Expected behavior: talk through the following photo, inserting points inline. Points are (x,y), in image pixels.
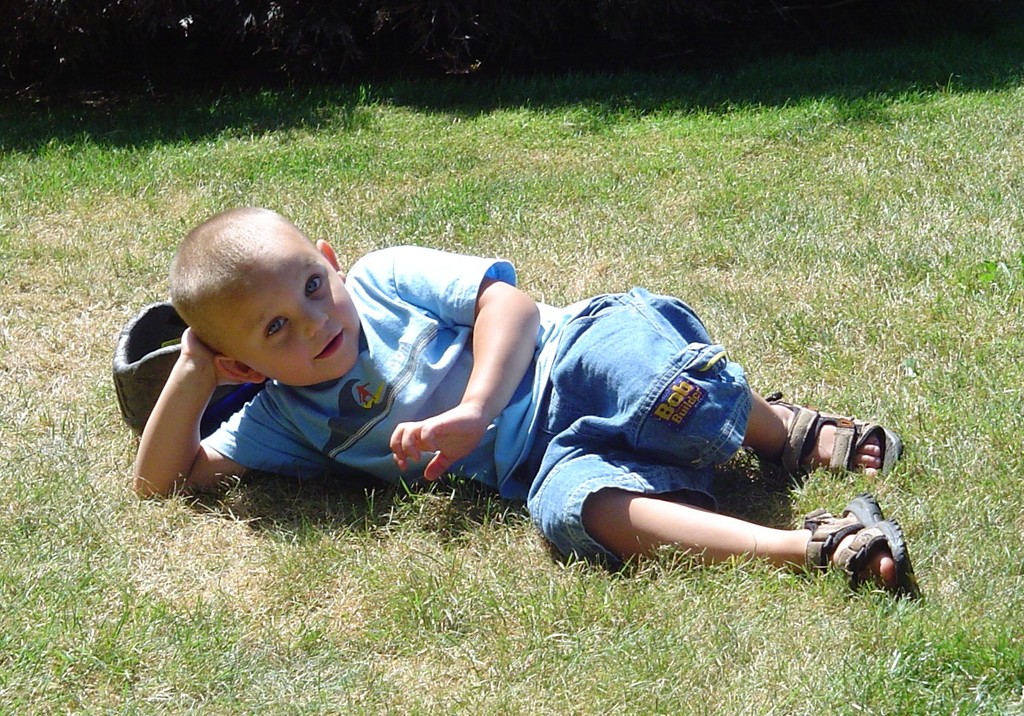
In this picture I can see a boy (722,396) lying on the ground (418,228) and I can see grass (313,513) on the ground (429,208).
